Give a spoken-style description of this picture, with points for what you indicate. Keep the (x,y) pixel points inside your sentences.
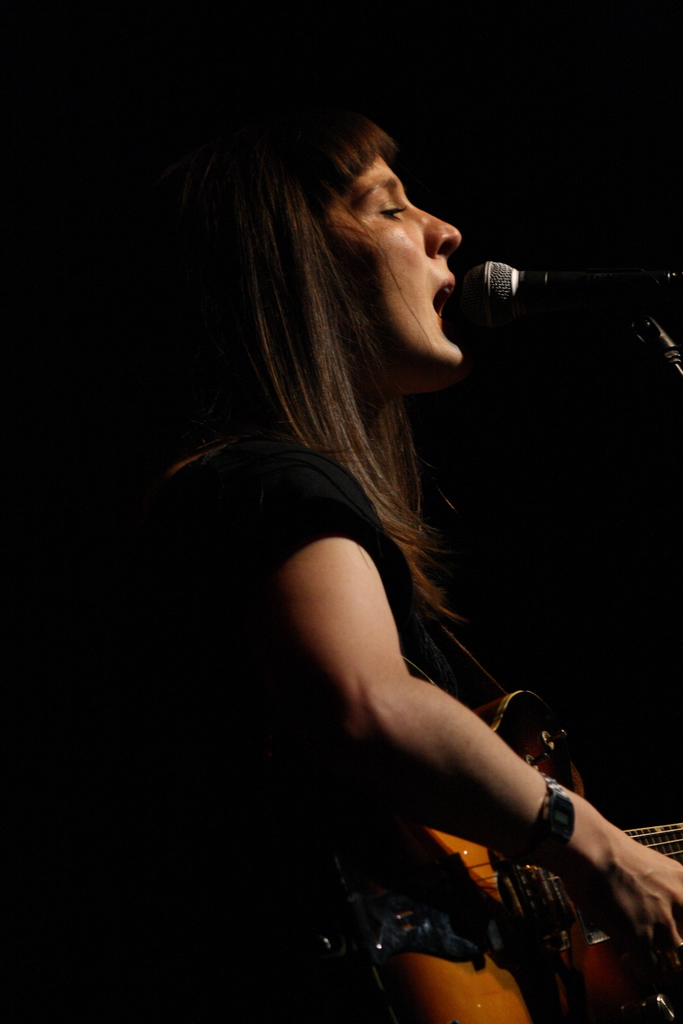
A girl (603,863) is playing the guitar (593,897) and also singing in the microphone (509,304).
